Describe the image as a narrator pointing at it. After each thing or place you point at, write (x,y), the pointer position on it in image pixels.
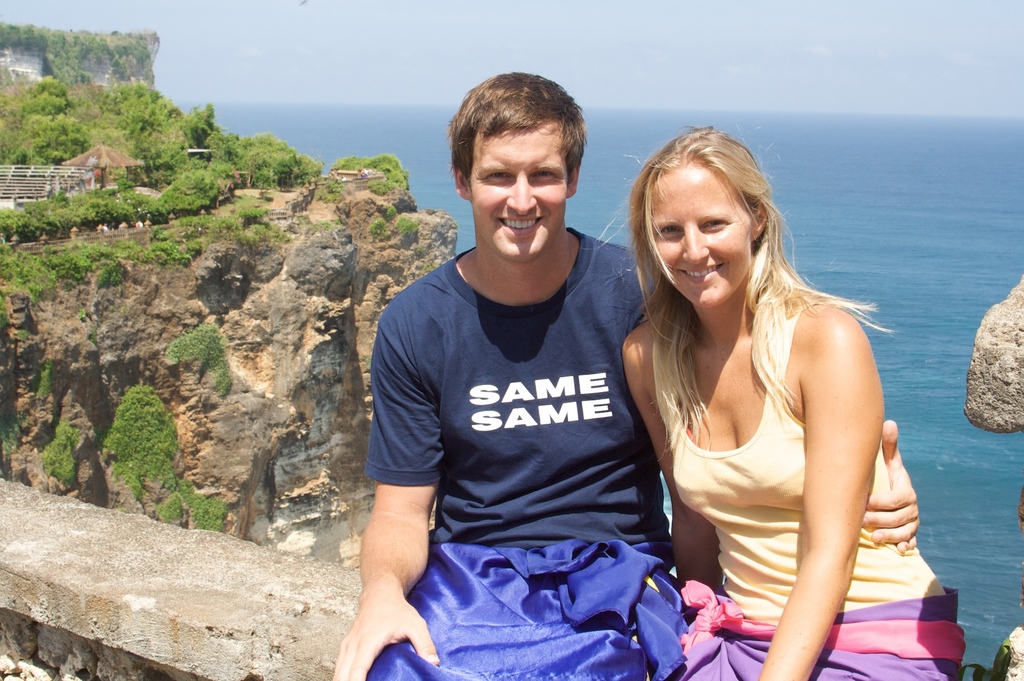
In the image there is a man (546,351) and a lady (828,424) are sitting on the wall (173,611). Behind them there is water (985,481) and also there is a hill (183,352) with rocks (164,362), trees (187,185) and huts (113,154). At the top of the image (428,14) there is a sky (649,51).
